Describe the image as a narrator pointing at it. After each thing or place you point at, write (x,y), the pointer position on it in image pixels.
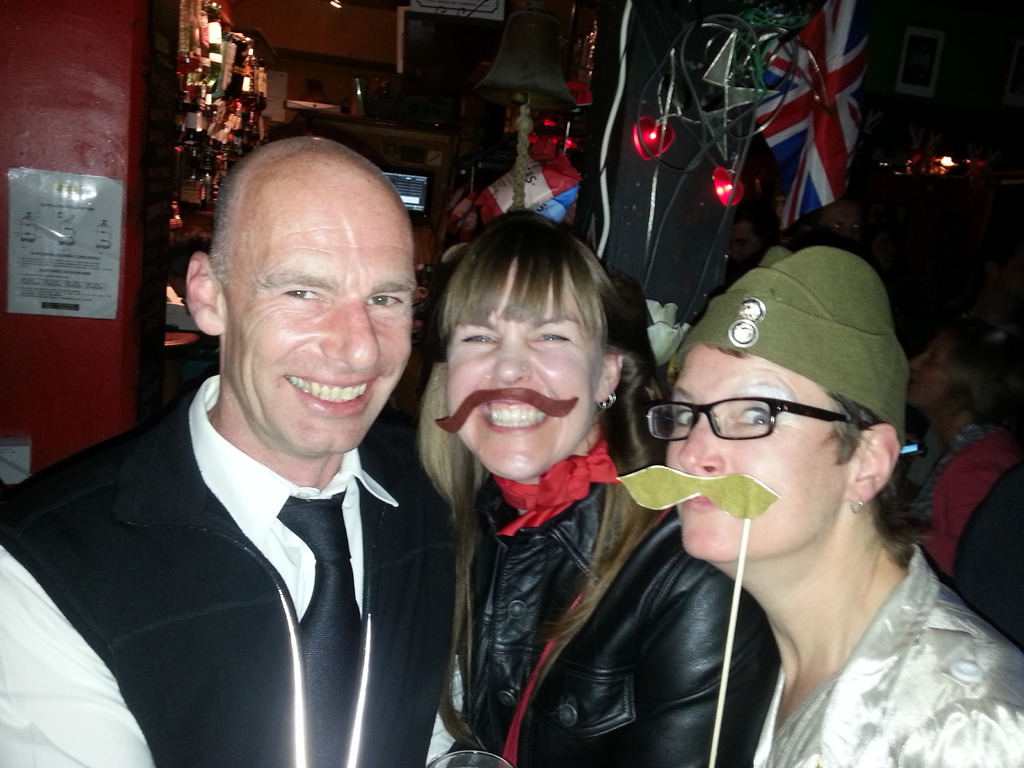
In this image, we can see a few people (620,523) standing. We can also see some objects (625,56). On the right side (846,62), we can see a flag (858,111). We can also see a bell (553,105).
